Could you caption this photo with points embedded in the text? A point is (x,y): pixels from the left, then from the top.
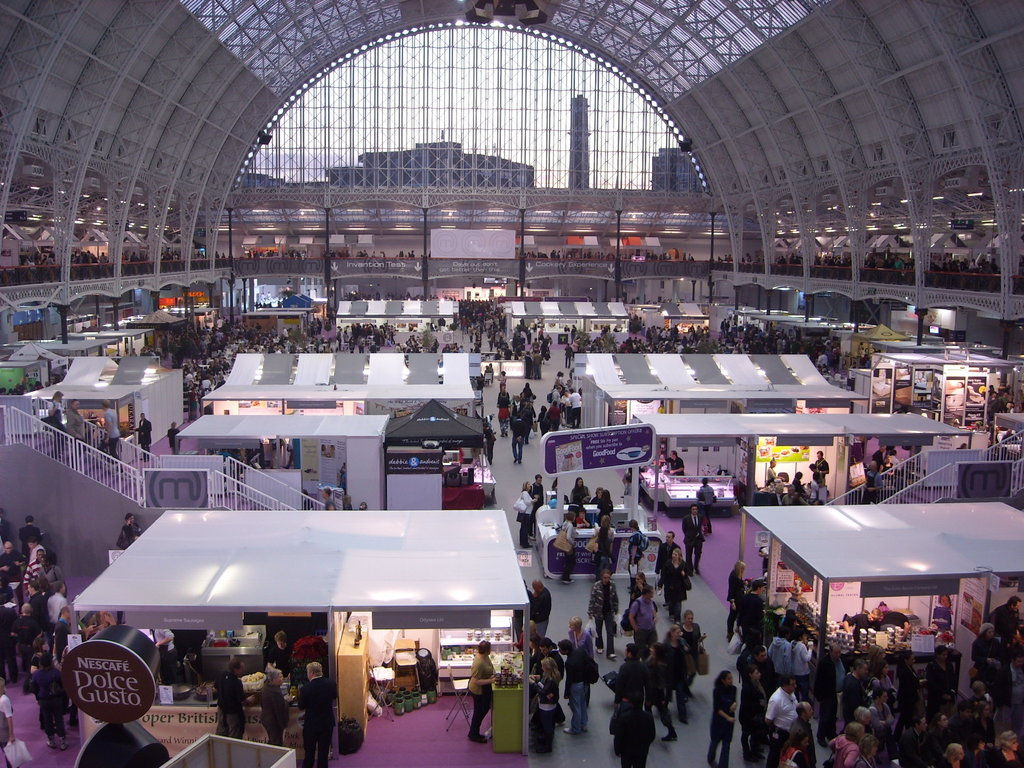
This picture consists of inside view of the building (28,297), at the top (680,82) there is a ceiling (616,53) like arch structure (769,63), in the middle (459,373) there are some stores (864,643), staircase (212,472) and there are few persons (723,702) walking, standing in front of stores (522,309), buying things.
